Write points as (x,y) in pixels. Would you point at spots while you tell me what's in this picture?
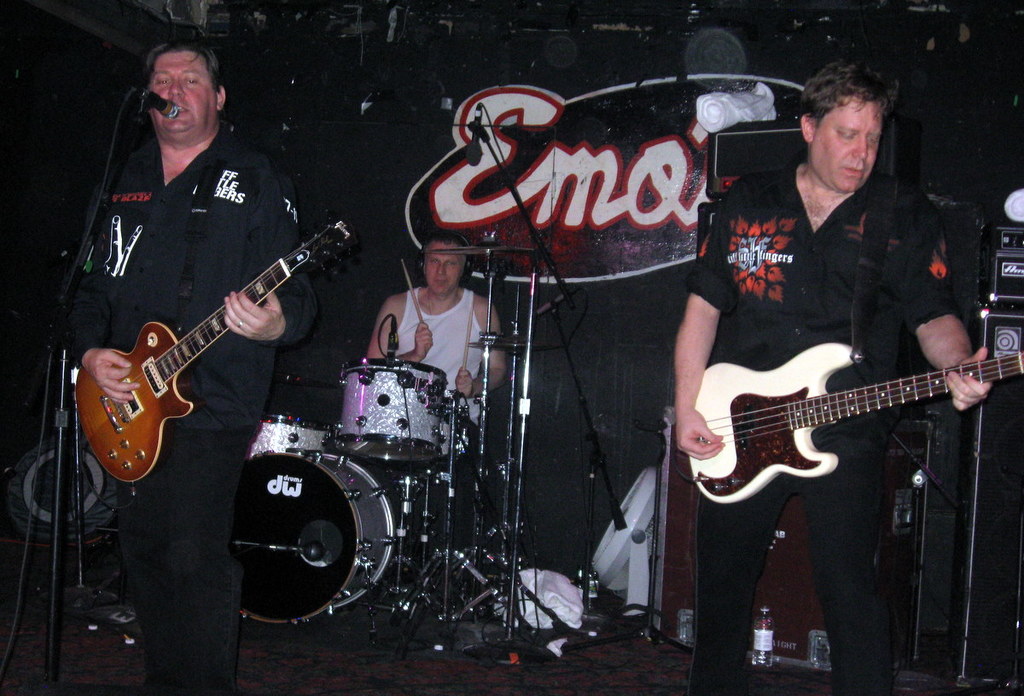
there are three persons (412,304) in which one person (208,281) is playing guitar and singing in a micro phone (164,107) which is in front of him another person (735,272) is playing guitar (718,377) and the last person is sitting and playing drums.
